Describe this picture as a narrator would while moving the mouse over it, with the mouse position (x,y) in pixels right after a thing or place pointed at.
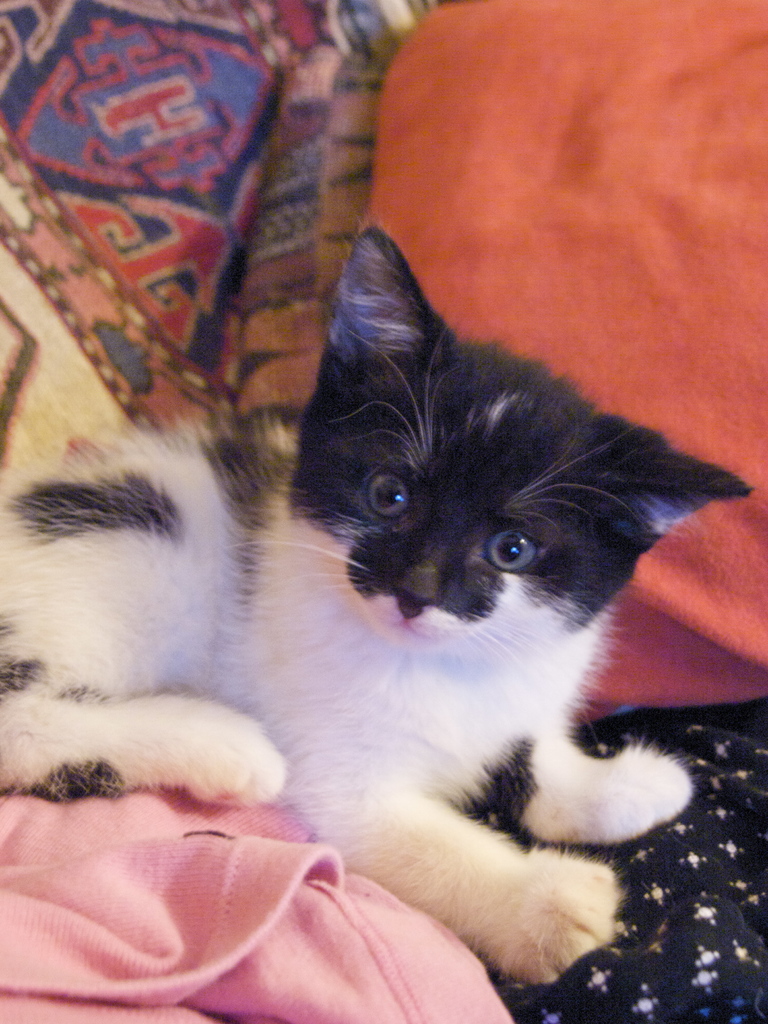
In this picture we can see a cat (342,648) laying here, we can see clothes (426,216) in the background (398,220).
